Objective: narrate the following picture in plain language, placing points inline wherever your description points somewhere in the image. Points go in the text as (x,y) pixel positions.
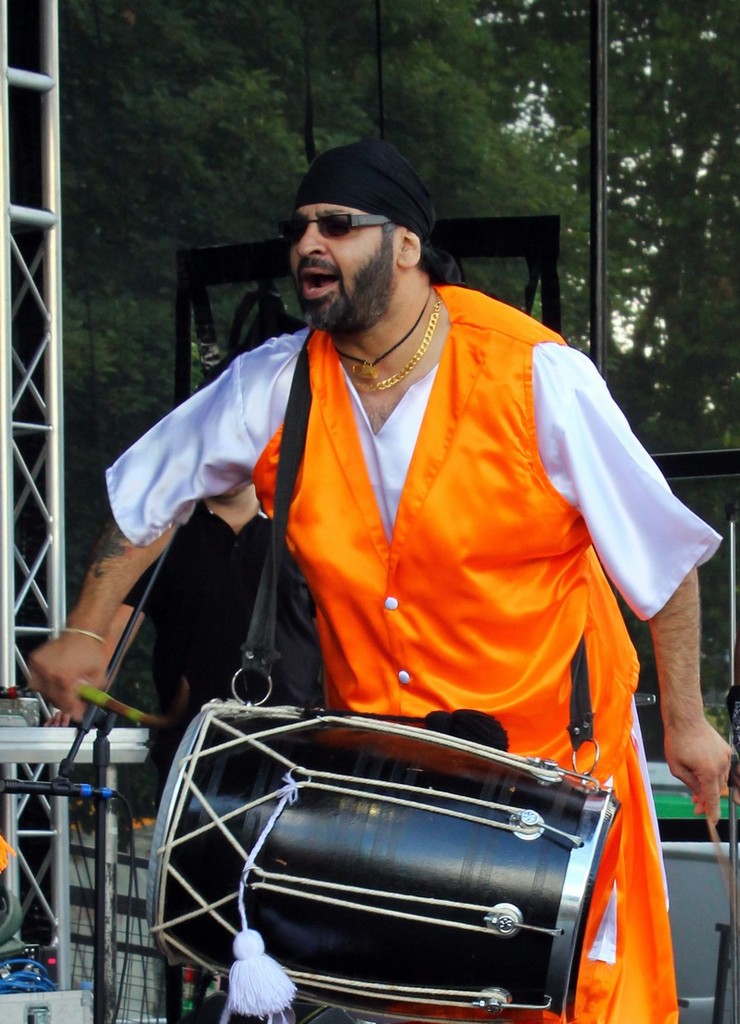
In this image, a man (495,529) in white and orange color dress (477,550), he is playing a musical instrument (403,830). He wear black color cloth (393,194) on his head (392,195) and goggles (367,220). Background (215,637), another human (215,625) is standing. And left side (52,735), we can see iron rods (53,411) and table (43,735). Few items (34,717) are placed on it. And here box (50,992). At the background (602,179), we can see trees (440,148), rod (599,161), rope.
